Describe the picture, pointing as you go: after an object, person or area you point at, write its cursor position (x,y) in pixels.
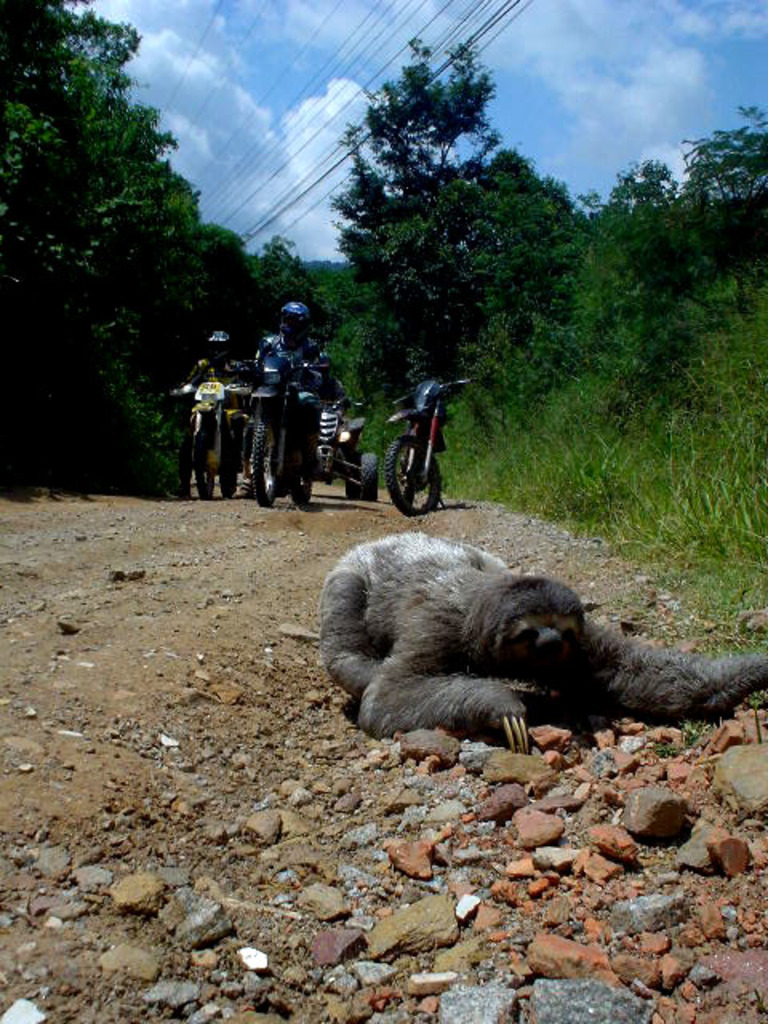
In the picture I can see an animal (561,588) in right corner (568,597) and there are few rocks (610,815) in front of it and there are few vehicles (336,401) and persons (307,421) behind it and there are trees (62,302) on either sides of it and there are few wires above the trees (351,288).
